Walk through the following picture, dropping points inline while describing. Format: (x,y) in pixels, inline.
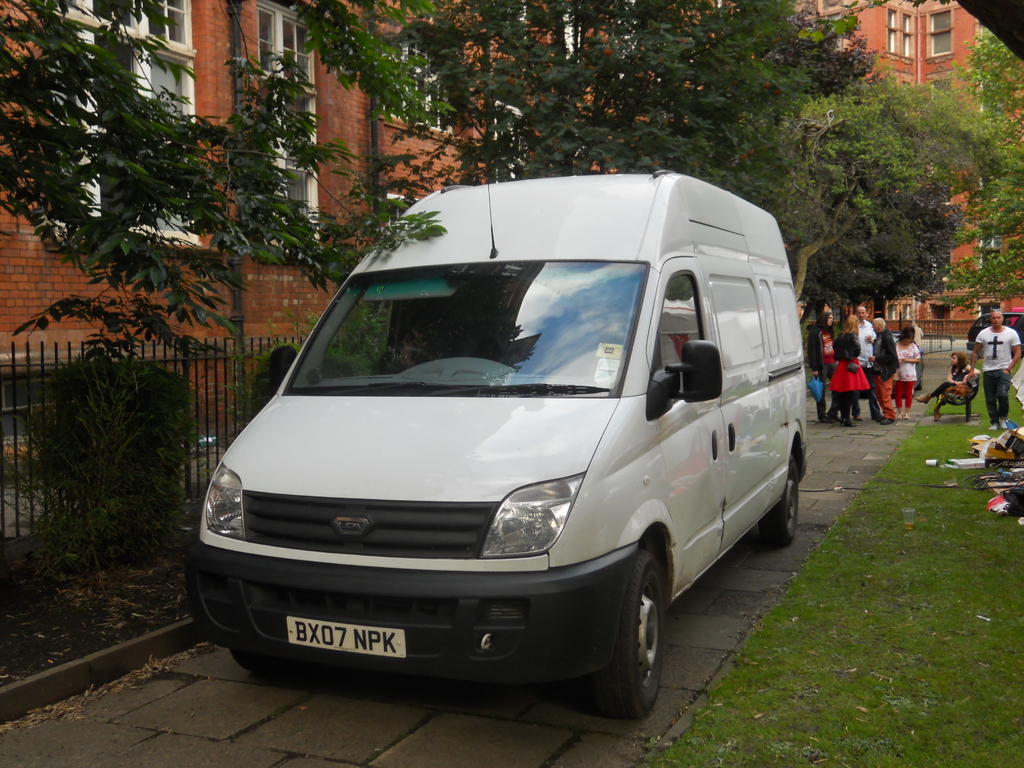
In the image there is a van (394,429) and behind the van (778,382) there are few people (899,399), in the right side (878,546) there is a grass (939,547) and on the grass (960,478) there are some waste materials (1023,461) thrown. In the left side (144,230) there is a building (86,334) and in front of the building (97,324) there is a black fencing (27,397), behind the fencing (216,380) there are plenty of trees (798,194).
